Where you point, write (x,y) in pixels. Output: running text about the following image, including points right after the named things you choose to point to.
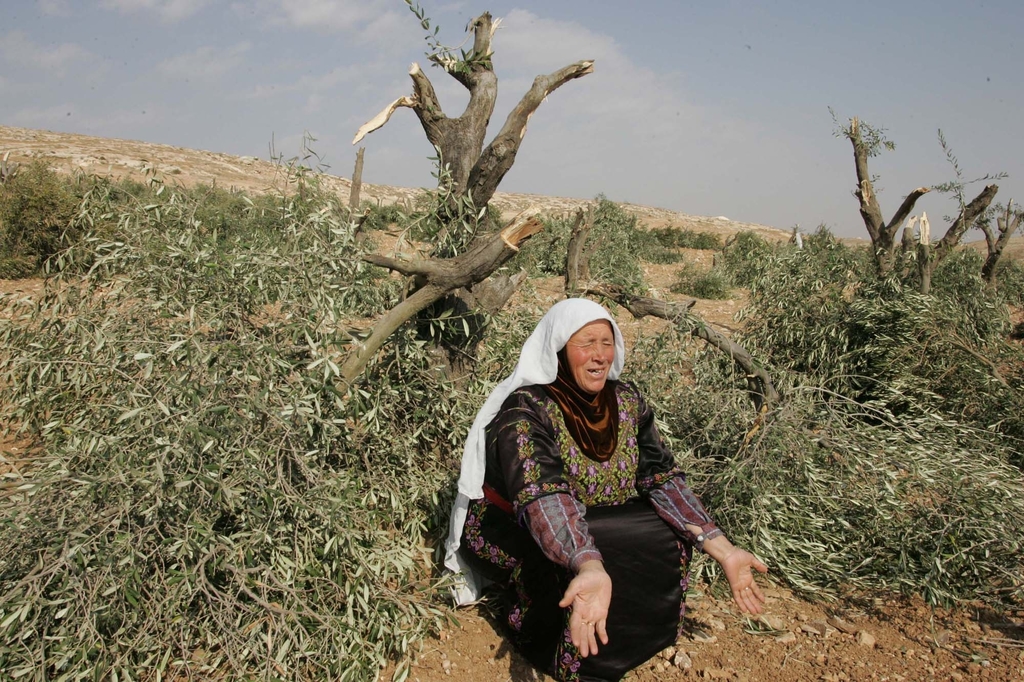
In the picture we can see a woman (533,587) sitting on her legs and giving some expression and she is wearing a black color dress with some designs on it and behind her we can see some broken trees (283,433) and in the background (256,139) we can see a rock surface (18,156) and sky (226,149).
